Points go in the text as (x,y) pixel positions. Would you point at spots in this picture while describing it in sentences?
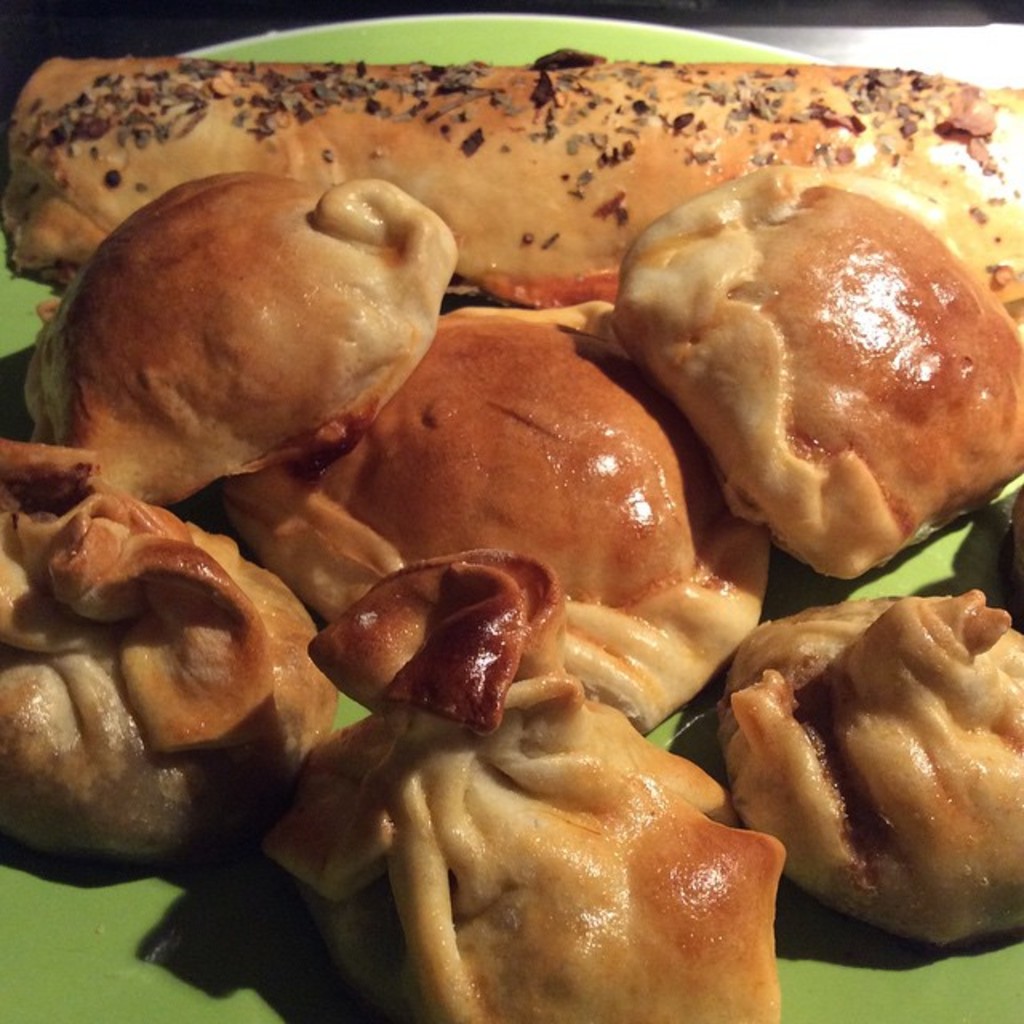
In this image, I can see food items (504,485) on the plate (133,964). This plate (411,55) is green in color.
